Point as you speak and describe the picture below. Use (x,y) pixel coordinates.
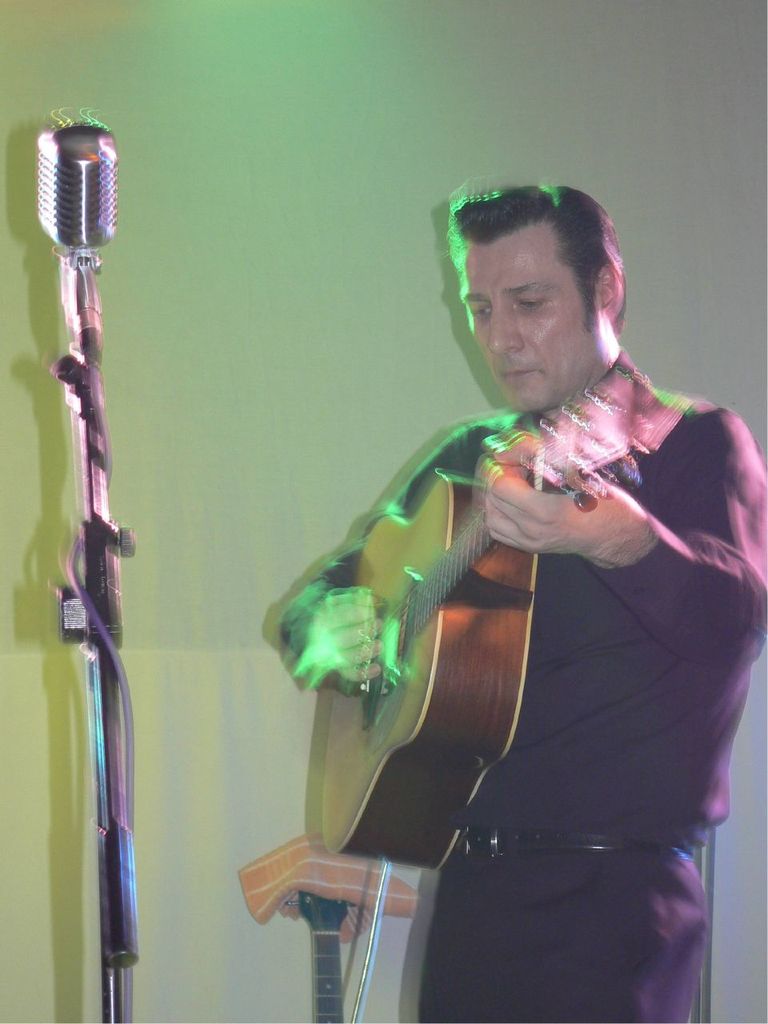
This picture shows a man (631,903) playing the guitar (568,473) in front of a microphone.
